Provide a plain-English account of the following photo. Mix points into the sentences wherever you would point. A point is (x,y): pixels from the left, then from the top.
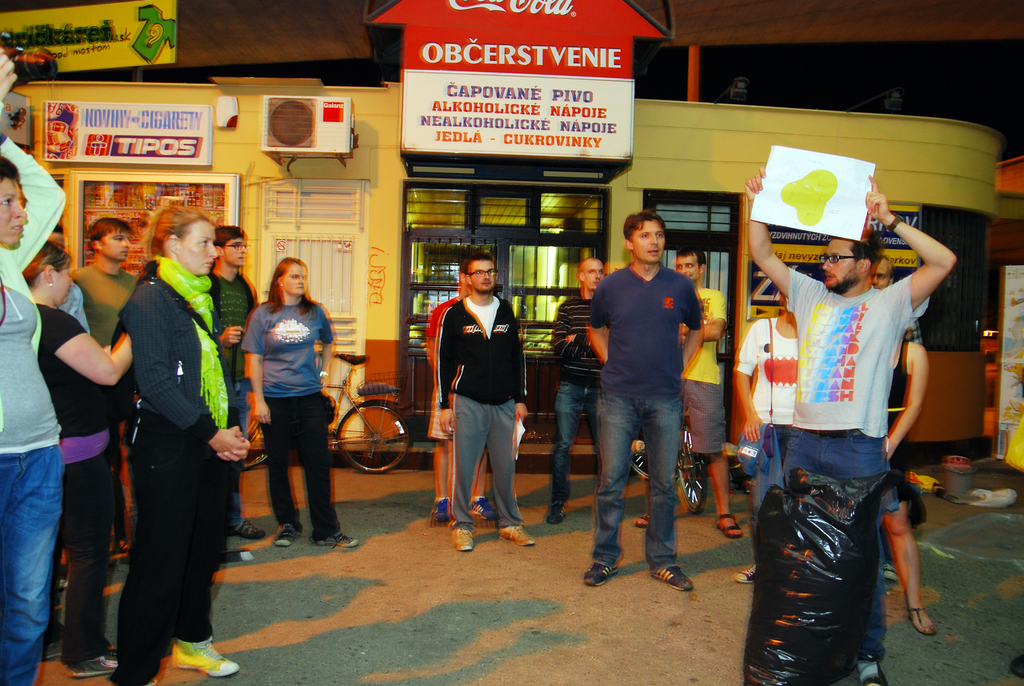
In this image, we can see people (109,332) standing and some are wearing bags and holding some papers (521,442) and we can see a bag (795,570) and some objects (959,479) are on the ground (387,557). In the background (378,402), there is a bicycle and we can see some boards (121,127) and an ac (345,135) and a shed (370,164) and there are windows (573,217).
